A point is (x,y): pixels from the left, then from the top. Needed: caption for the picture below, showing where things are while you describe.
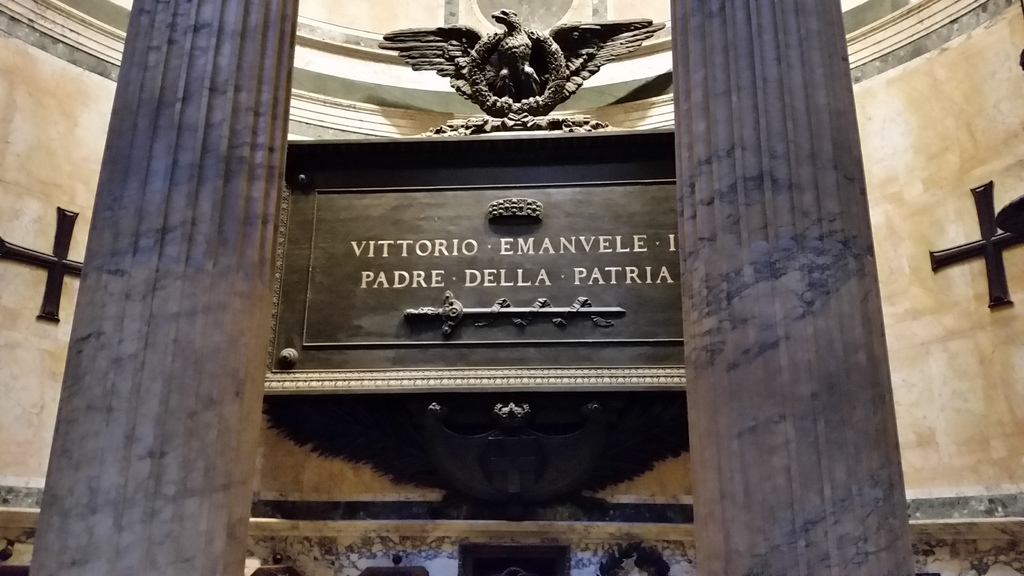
This picture is inside view of a room (376,295). In this image we can see sculptures (548,105), board (448,214), pillars (736,100), wall (27,187) are there.
